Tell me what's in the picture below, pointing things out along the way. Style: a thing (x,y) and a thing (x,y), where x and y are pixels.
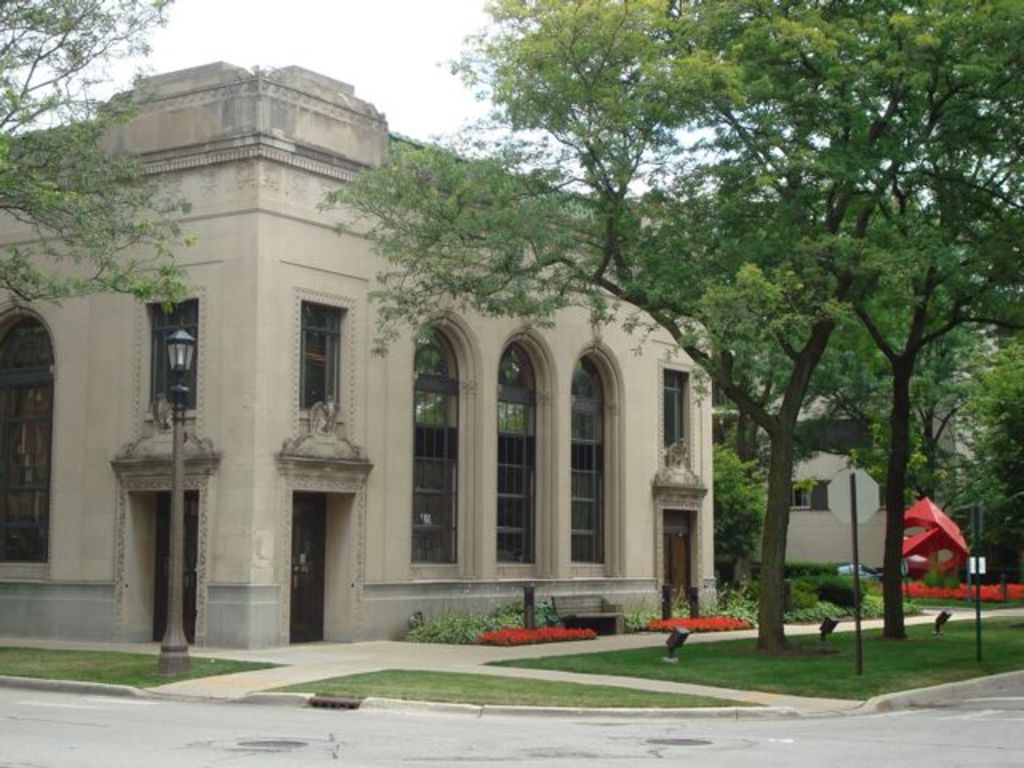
In the picture I can see light poles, grass (649,658), shrubs (865,594), poles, trees (947,111) and the sky (176,64) in the background (176,64).
